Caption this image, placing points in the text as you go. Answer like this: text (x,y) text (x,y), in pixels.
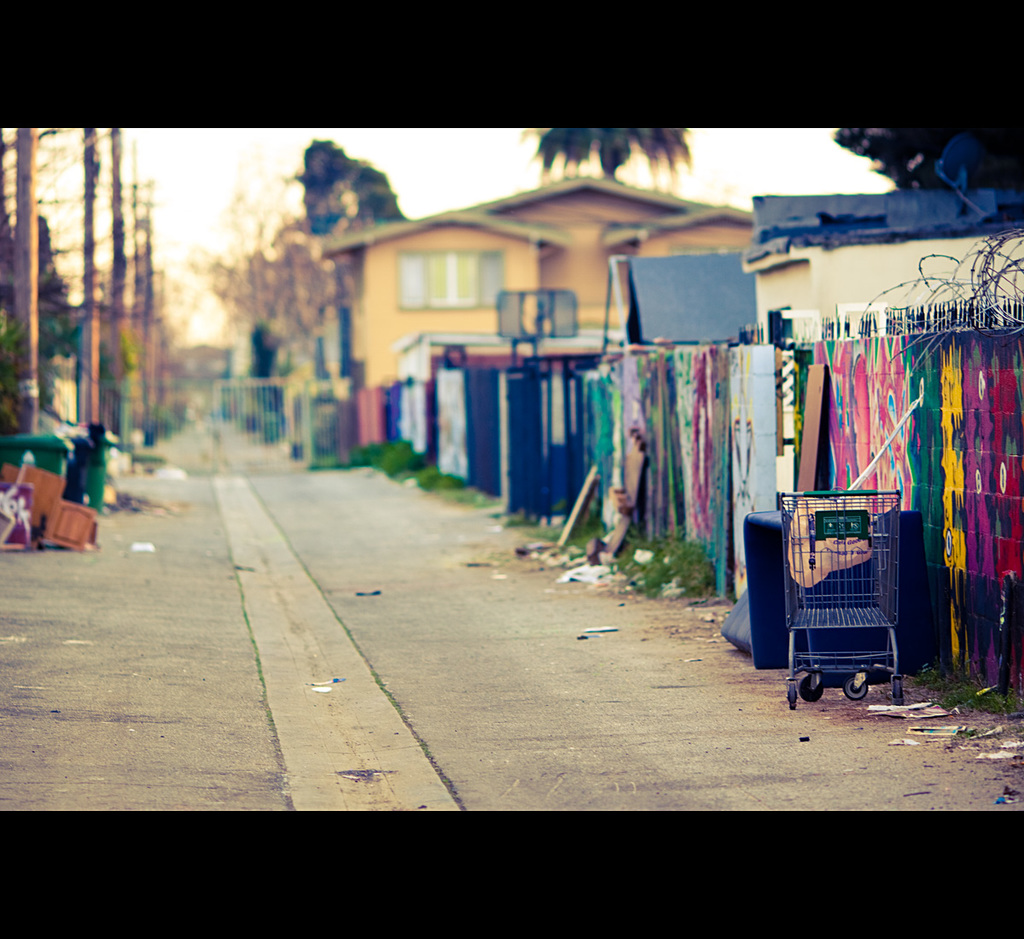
At the center of the image (613,562) there are some objects (75,485) placed on the road (450,717). On the right side of the image (937,320) there are some buildings (401,316) and fencing wall (959,461). On the left side of the image (67,322) there are huge trees (76,333). In the background (254,199) there is a sky (508,172).
